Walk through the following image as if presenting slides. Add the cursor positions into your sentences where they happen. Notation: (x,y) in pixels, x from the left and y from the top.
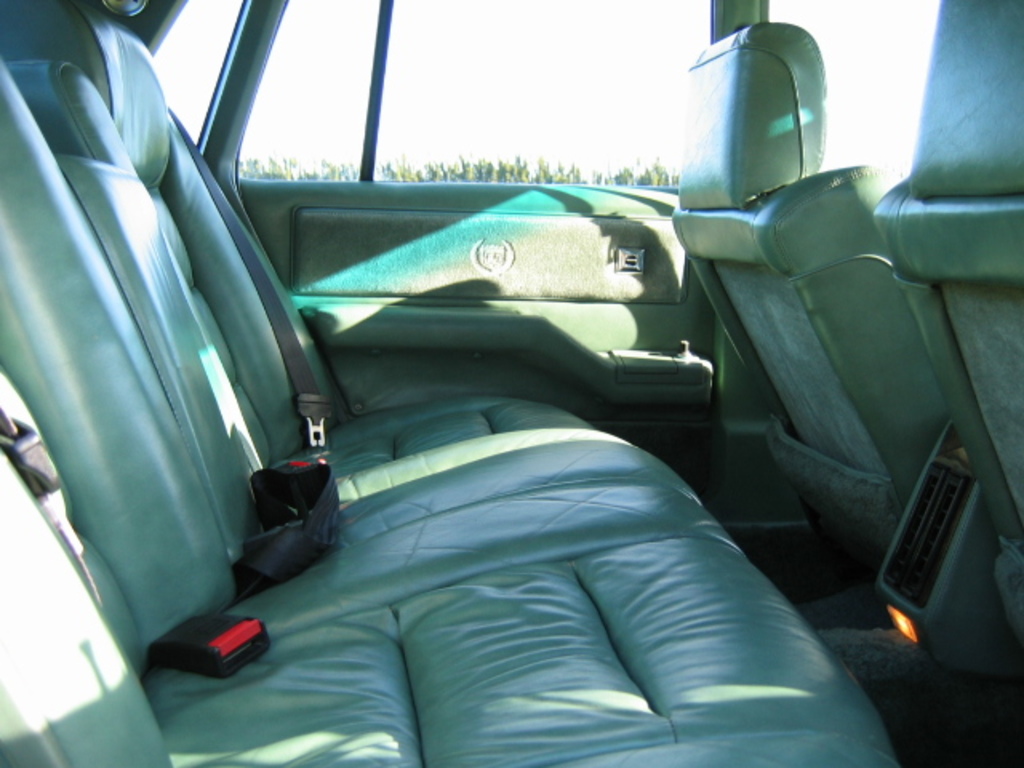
This is an inside view of a car (871,646) through which I can see trees (668,178) and the sky (548,81). This image is taken may be during a day.
